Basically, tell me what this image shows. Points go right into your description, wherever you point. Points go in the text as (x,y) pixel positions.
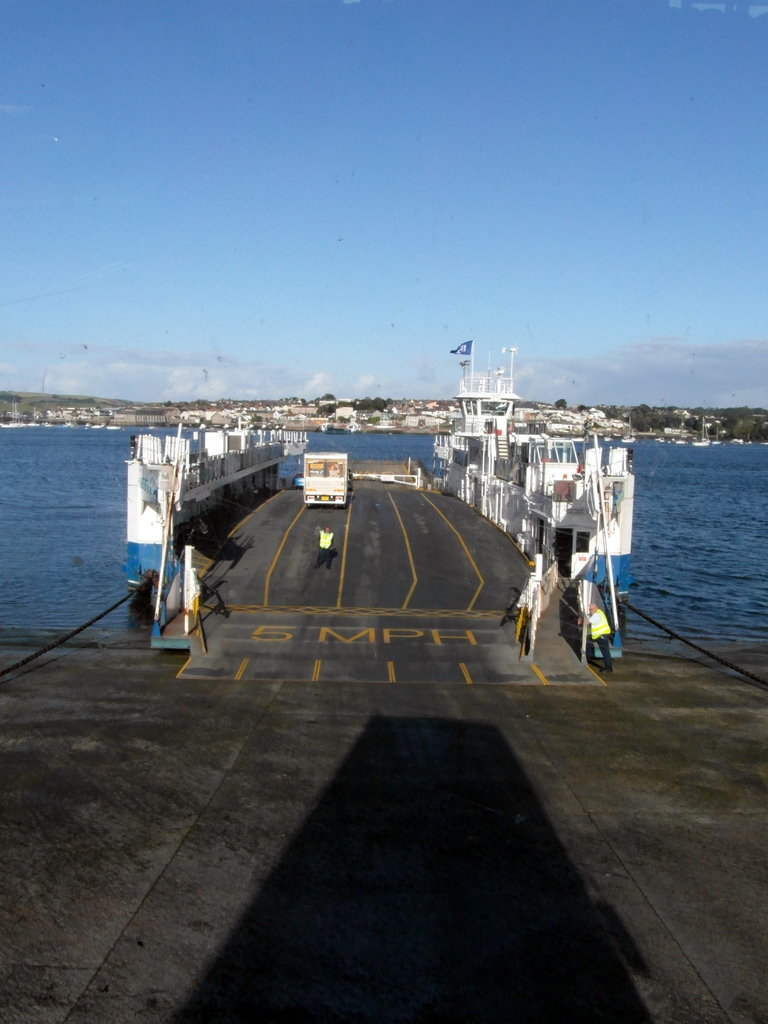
In this image we can see a ferry (357,507) on which there is a vehicle (336,461). There is a person (321,562) standing. At the bottom of the image (458,843) there is ramp (560,832). In the background of the image (253,393) there trees (766,437), buildings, water (730,464) and sky (235,315).
